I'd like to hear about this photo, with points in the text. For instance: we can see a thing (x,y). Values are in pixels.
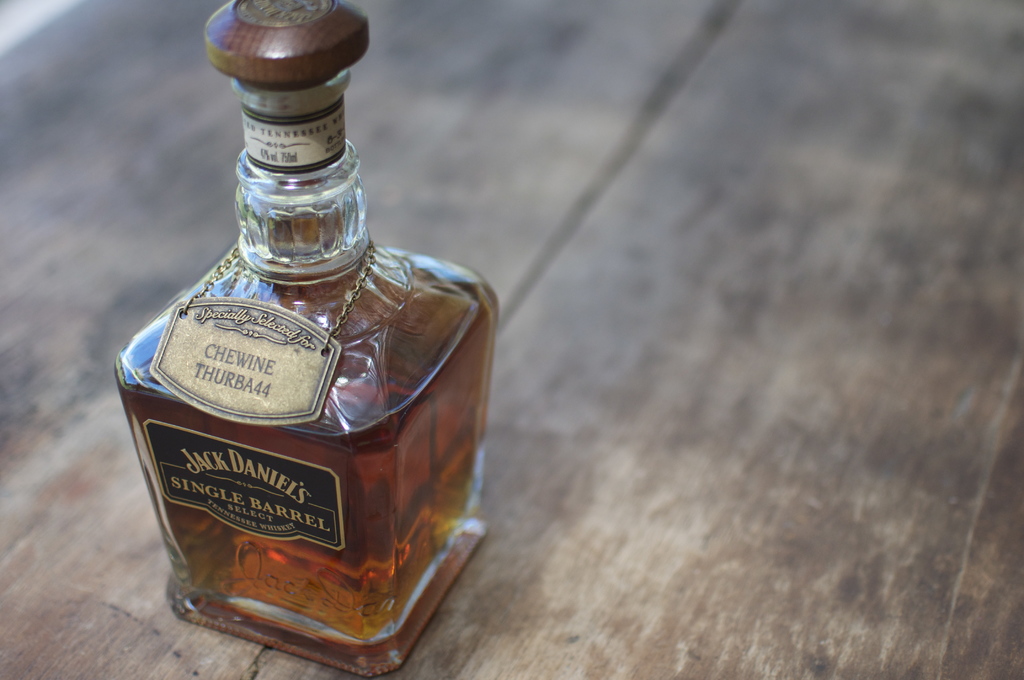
In this image I can see a bottle (280,211).
